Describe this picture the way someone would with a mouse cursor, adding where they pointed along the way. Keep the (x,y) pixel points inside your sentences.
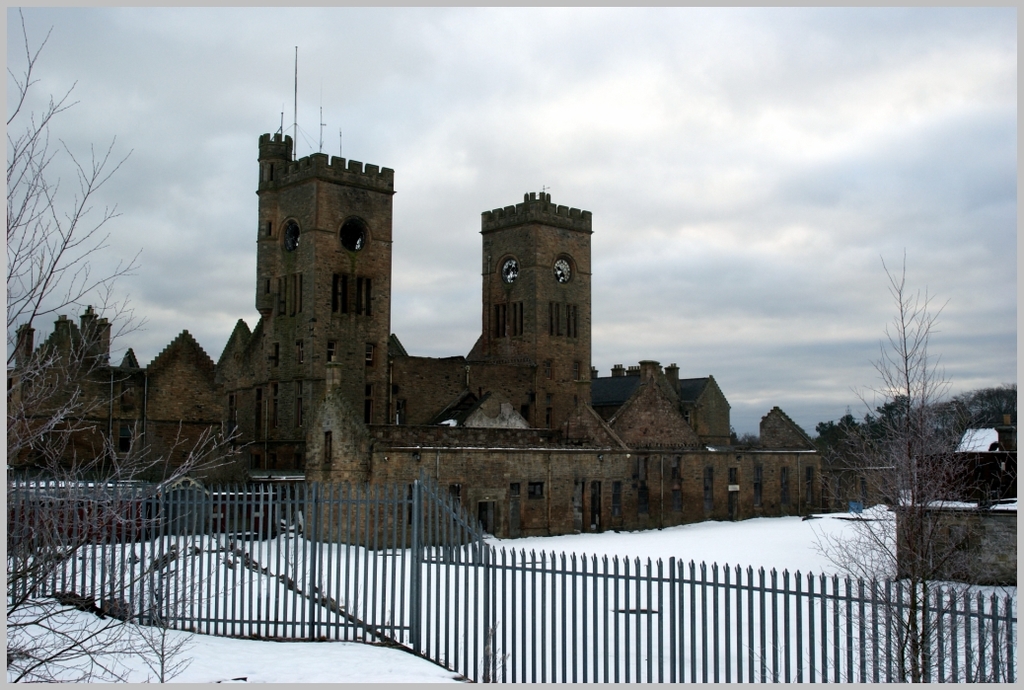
There is a building (549,458) and this is snow (746,557). Here we can see a fence (438,589) and bare trees (908,528). In the background (823,346) there is sky (740,281).
